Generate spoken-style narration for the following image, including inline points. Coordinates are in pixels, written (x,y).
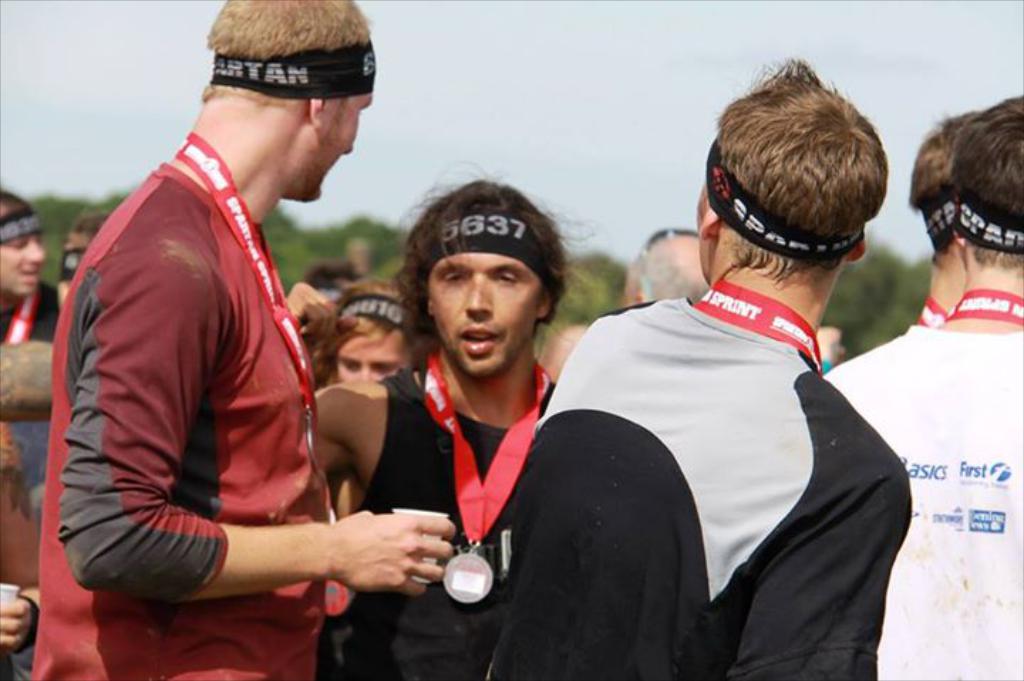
In the image there are a group of men (495,364) and they are wearing bands (744,195) to their heads (308,11) and also some medals (464,439) to their necks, the background of the men (405,408) is blur.
